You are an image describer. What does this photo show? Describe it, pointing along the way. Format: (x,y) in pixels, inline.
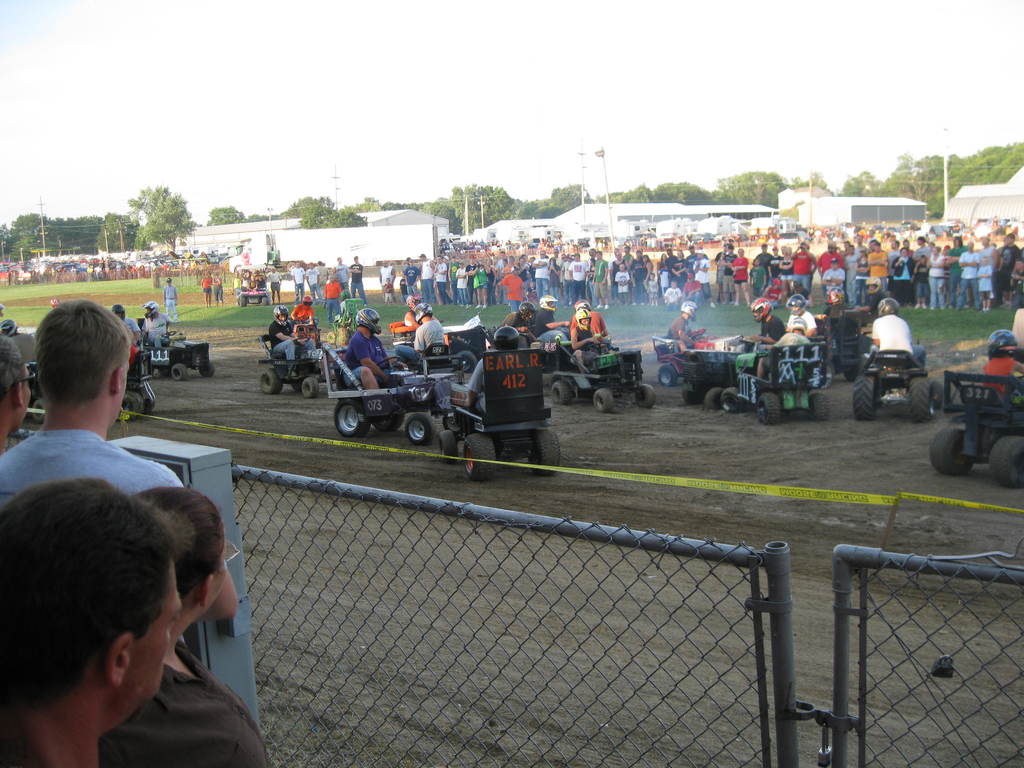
In the image I can see a group of people (992,260). Here we can see a few persons (718,281) standing on the grass (450,319). Here we can see a few people (439,333) sitting in the vehicles (513,352) and there is a helmet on their heads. In the foreground (444,553) we can see the metal fence (365,553). There are four persons (90,464) on the left of the image (134,459). In the background (74,239), we can see the shed constructions (921,219) and trees (641,200).
